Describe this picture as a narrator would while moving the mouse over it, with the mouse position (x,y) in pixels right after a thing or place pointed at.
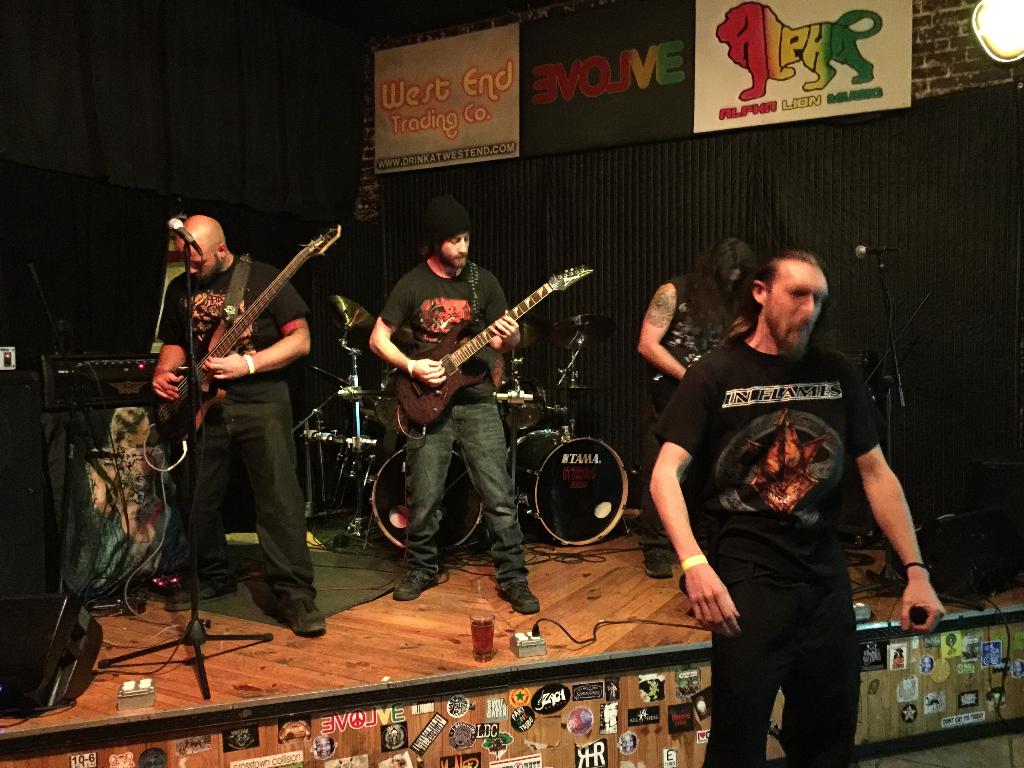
In this image I see 4 men (256,391) and all of them are standing. I can also see that these 2 (238,403) are holding the guitars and in the background (164,579) I see few equipment (570,520) and there is a mic (859,244) over here and here too.
